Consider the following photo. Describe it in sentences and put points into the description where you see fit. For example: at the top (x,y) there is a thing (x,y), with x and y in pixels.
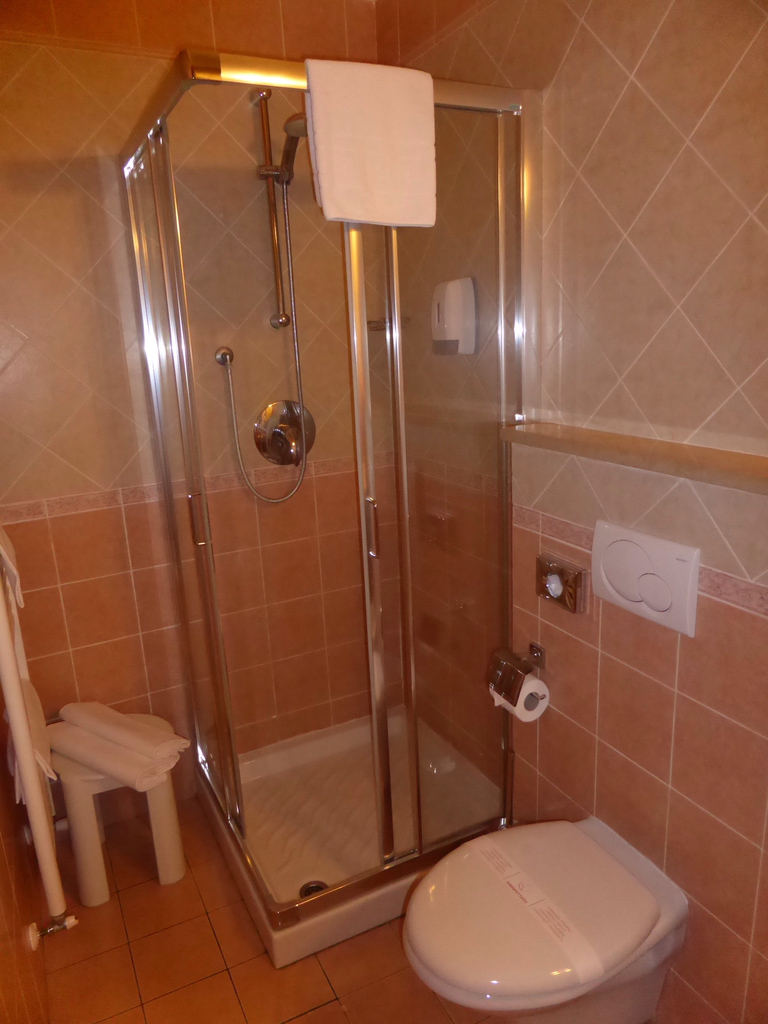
In this image, I can see a shower cabinet (321,921) with hand shower (284,195), glass door (416,459) and towel (359,187). At the bottom right side of the image (606,968), I can see a toilet seat (440,982) with toilet lid (605,968) and toilet paper (537,702). At the bottom left side of the image (83,840), I can see a stool (83,778) and an object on the floor (128,910). In the background (131,303), there is a wall (234,17).
